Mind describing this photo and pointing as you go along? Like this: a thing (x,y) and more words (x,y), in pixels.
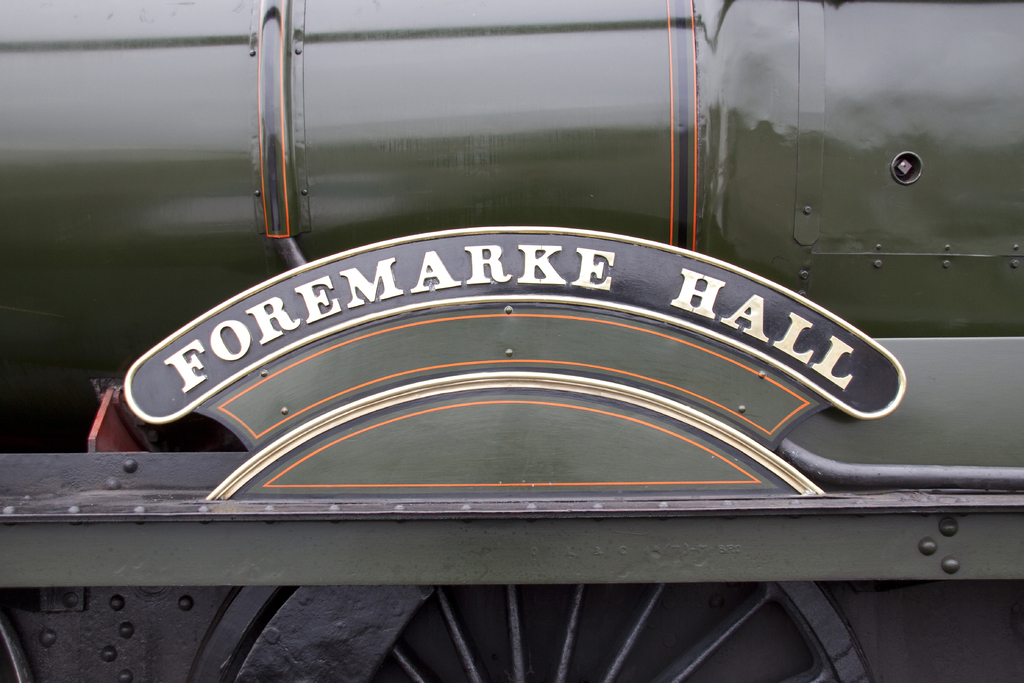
This image consists of a train (604,562) in green color. At the bottom (240,611), there is a wheel (440,628). In the front (358,310), we can see a name board (812,337).
